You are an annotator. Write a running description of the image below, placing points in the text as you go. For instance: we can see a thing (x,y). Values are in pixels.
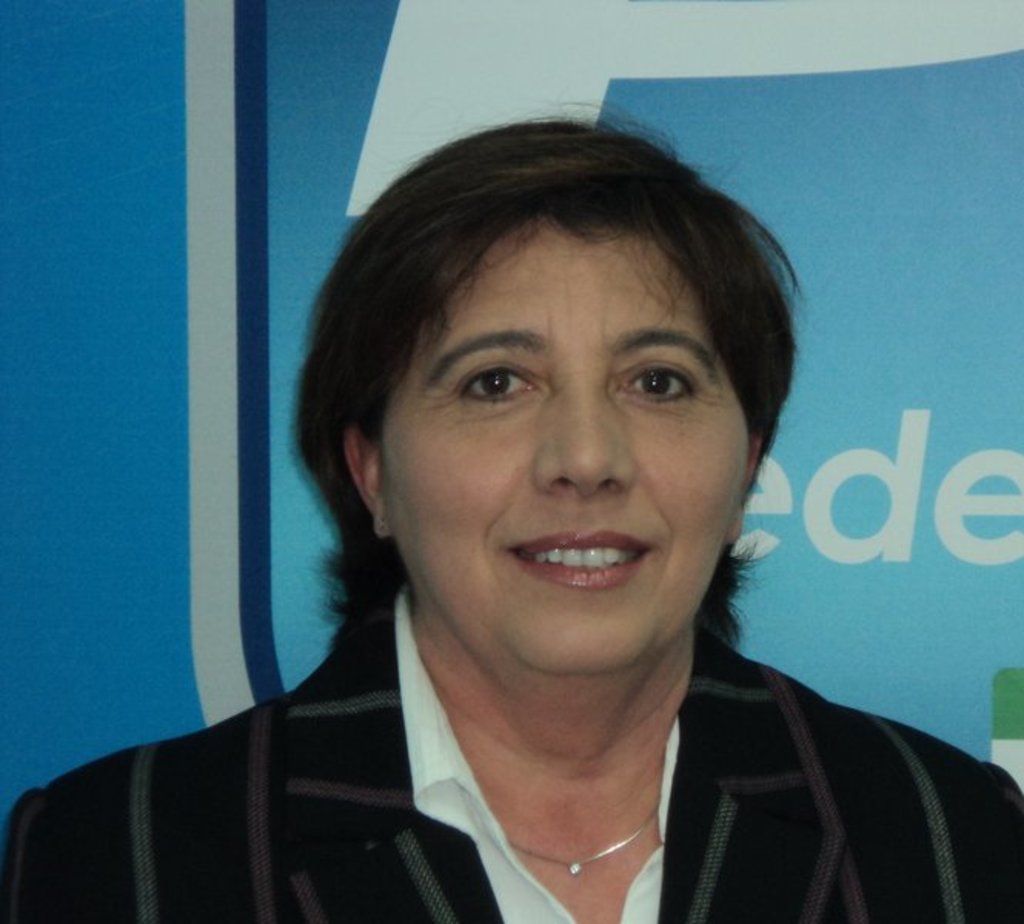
In this picture we can see a woman (587,491) smiling, in the background (686,1) there is some text (509,74).
